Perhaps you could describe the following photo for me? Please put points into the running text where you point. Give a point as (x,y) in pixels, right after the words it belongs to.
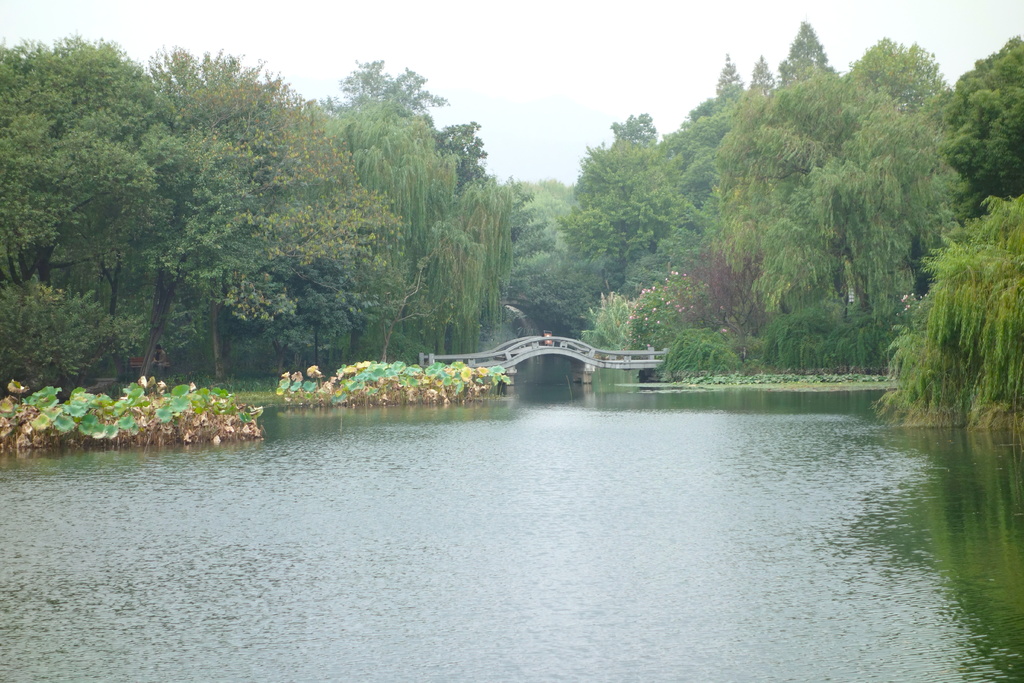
In this picture we can see there are plants (66,434) in the water (410,453). Behind the plants (398,394) there is a bridge (510,342), trees (516,240) and a sky (733,43).
